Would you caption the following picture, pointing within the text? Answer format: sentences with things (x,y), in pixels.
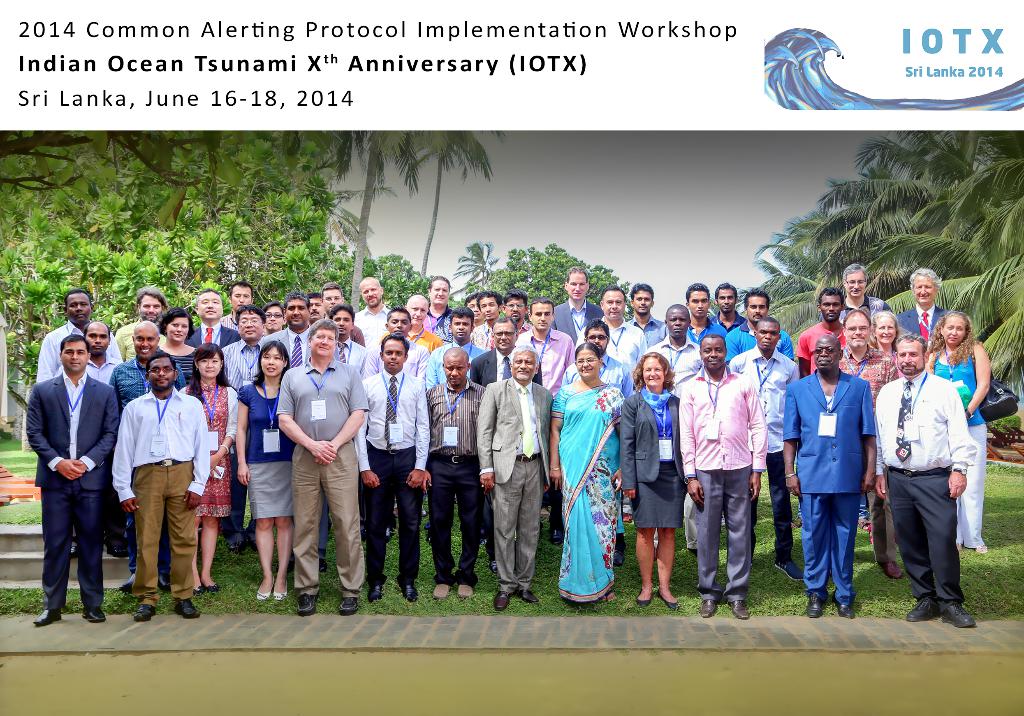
It is an edited image. In this image there are people (526,398) standing on the grass (680,577). Behind them there are trees (987,296) and sky (583,183). At the top of the image (421,32) there is some text (491,74) written on it.
